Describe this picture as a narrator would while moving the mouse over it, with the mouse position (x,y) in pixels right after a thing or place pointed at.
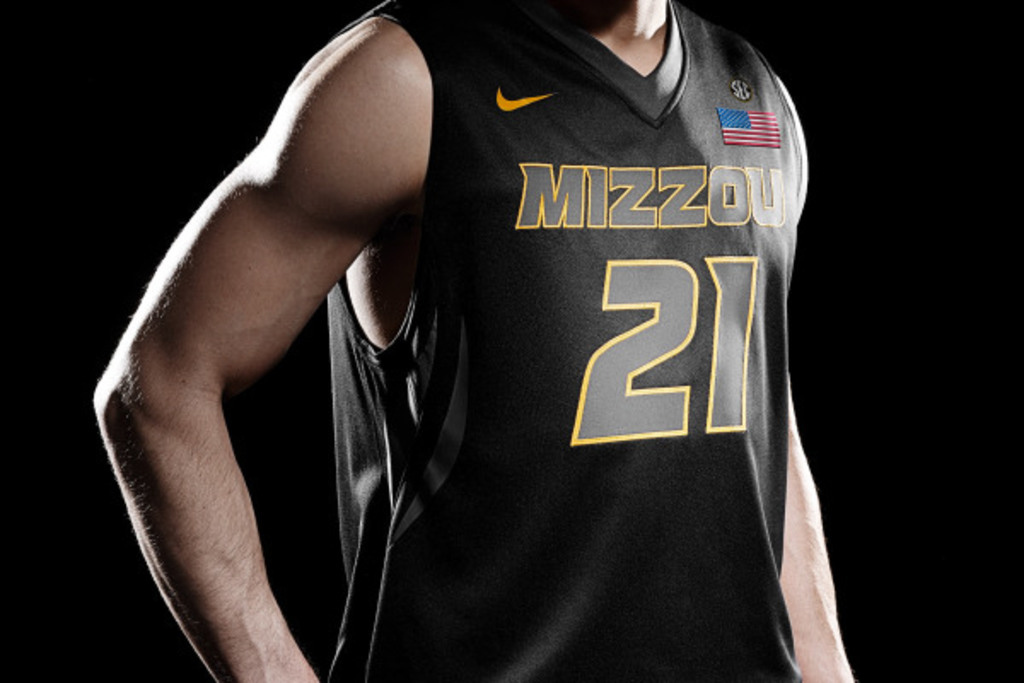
In this image I can see a person (539,321) wearing black color dress (594,496) and something is written on it. Background (117,90) is in black color.
